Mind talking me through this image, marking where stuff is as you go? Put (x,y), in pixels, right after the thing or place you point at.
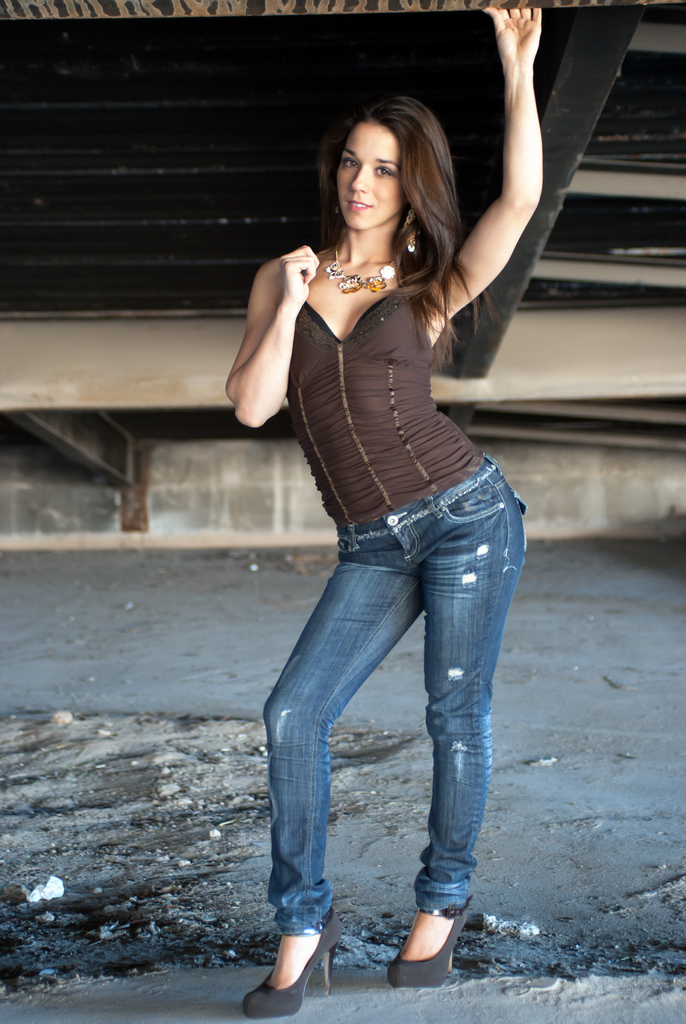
In the center of the image (389,516) a lady (421,467) is standing and wearing jeans (465,519), top (362,413), heels (325,949), chain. In the background of the image (589,505) we can see roof (259,68), wall (118,523). At the bottom of the image (136,934) we can see the floor (186,831).
